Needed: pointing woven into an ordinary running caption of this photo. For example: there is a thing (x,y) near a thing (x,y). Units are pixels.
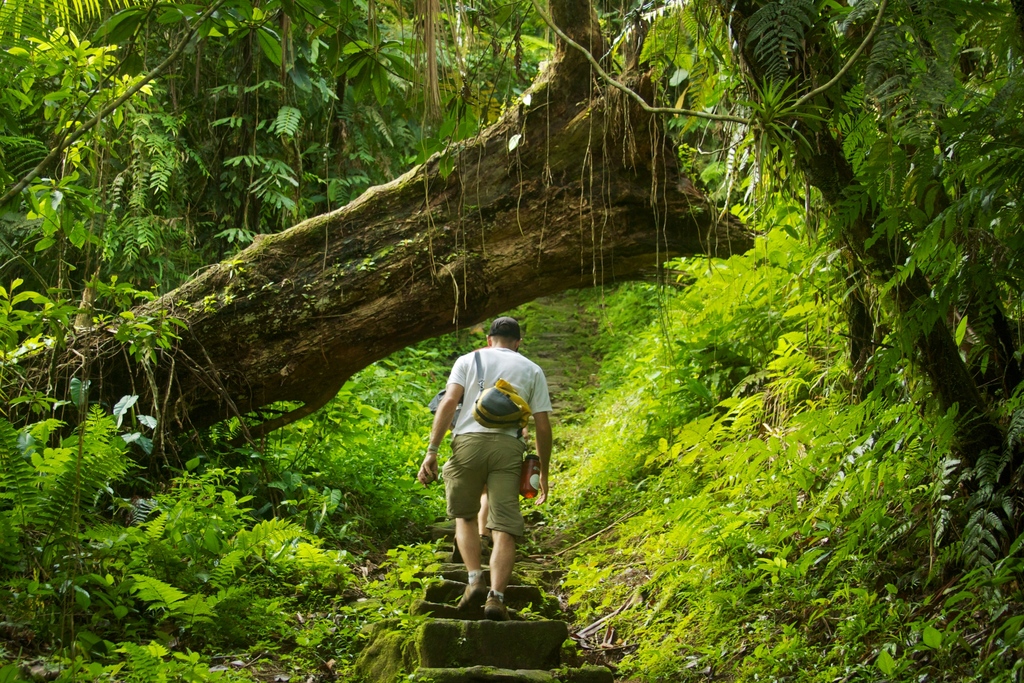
In this image we can see a person (510,566) walking upstairs. We can also see group of trees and plants (388,519) around him. In the center of the image (469,315) we can see the bark (231,352) of a tree (338,300).
